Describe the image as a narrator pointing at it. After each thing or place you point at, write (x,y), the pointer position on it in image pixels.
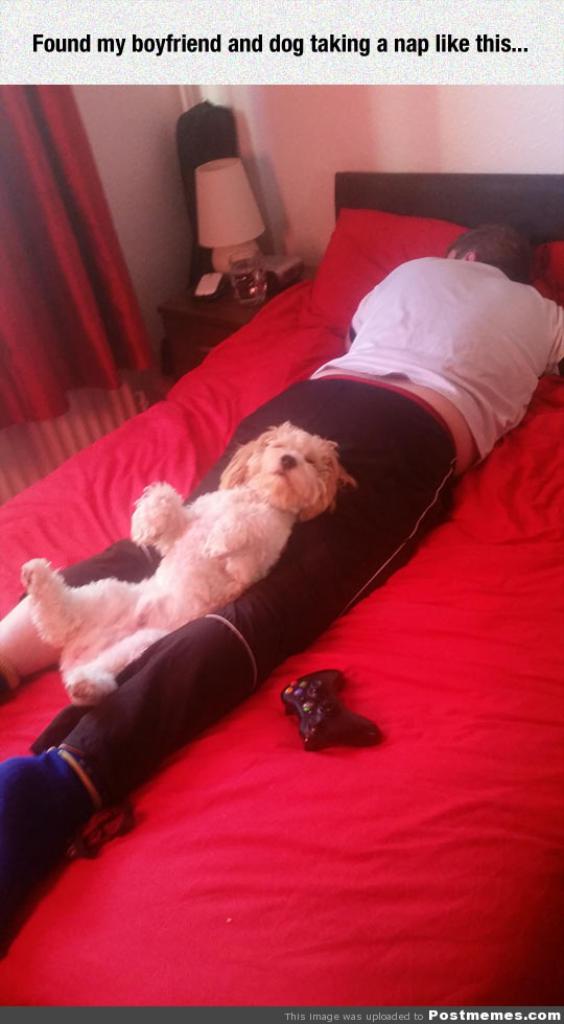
Here is a man (472,402) sleeping on the bed (488,671), This is a dog (234,559) sleeping on the man (390,451). This is a joystick (328,712). This is a red blanket (397,815) and here is a pillow (349,250). This is a table (236,301) with a lamp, tumbler (243,280) and some other object (203,284). This is a red color curtain (81,310).
